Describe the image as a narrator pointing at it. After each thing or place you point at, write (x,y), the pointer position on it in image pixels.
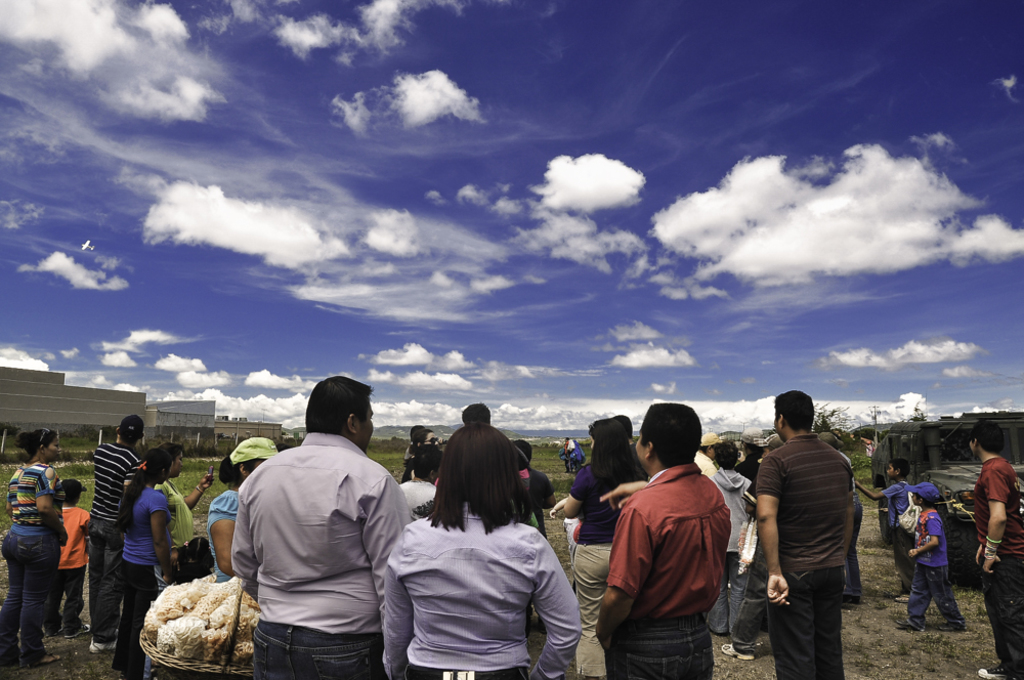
In this image I can see number of persons (417,516) are standing on the ground (171,677), few buildings (199,431), few trees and in the background (306,203) I can see the sky (402,125).
